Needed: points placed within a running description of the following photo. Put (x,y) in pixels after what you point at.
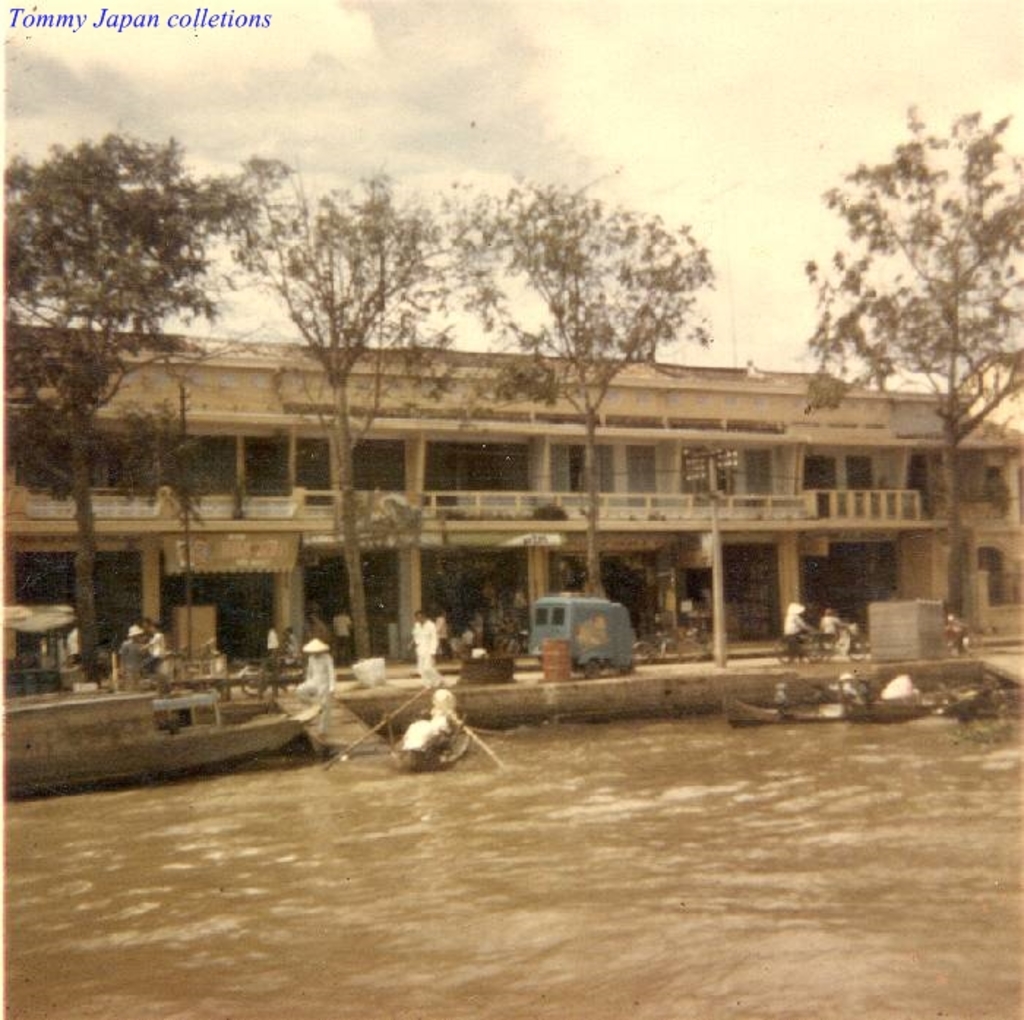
In the center of the image (424,631) we can see a group of people (443,627) standing on the ground (758,649), some vehicles (586,654) and a container (550,663) placed on the road (530,665). In the foreground (109,714) we can see boats (123,711) in the water (410,795). In the background (37,491), we can see building (760,442) with windows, pillars (148,588), and railings (299,509), group of trees (596,382) and the cloudy sky (621,131). In the top left corner of the image (163,10) we can see some text (95,18).
